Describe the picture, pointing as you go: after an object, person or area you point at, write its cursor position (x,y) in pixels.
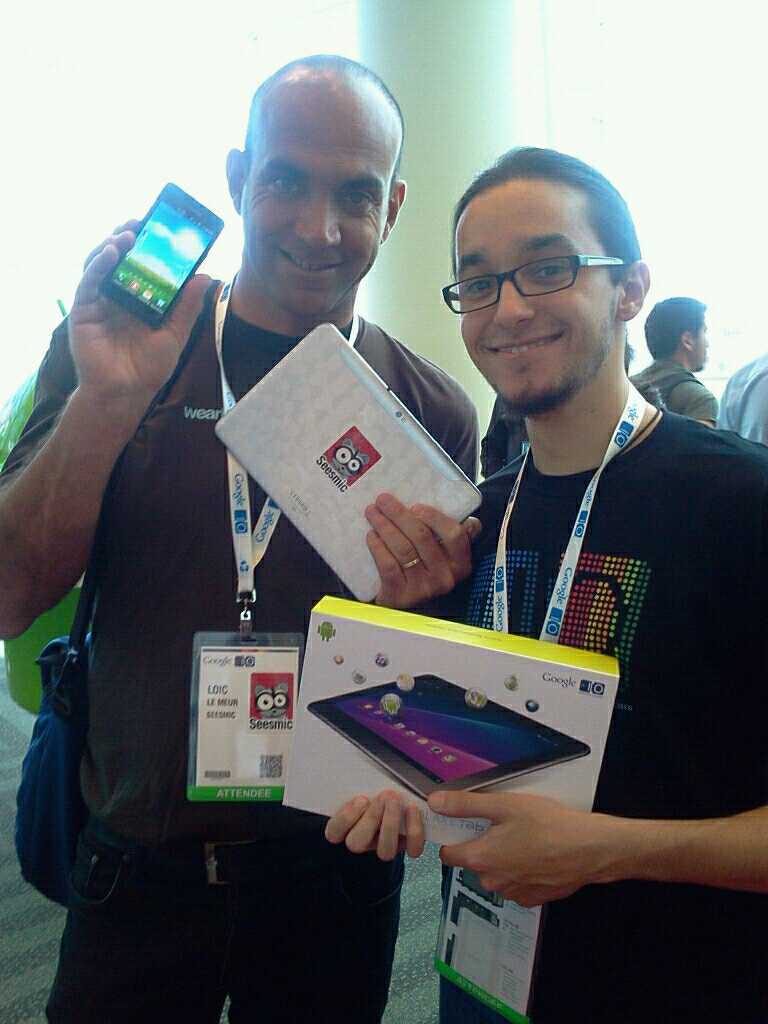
In the center of the image (496,527) there are two persons (689,525) wearing Id card (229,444) and holding some objects (394,427) in their hands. In the background of the image (416,296) there is a pillar (416,270) and people (696,398).
